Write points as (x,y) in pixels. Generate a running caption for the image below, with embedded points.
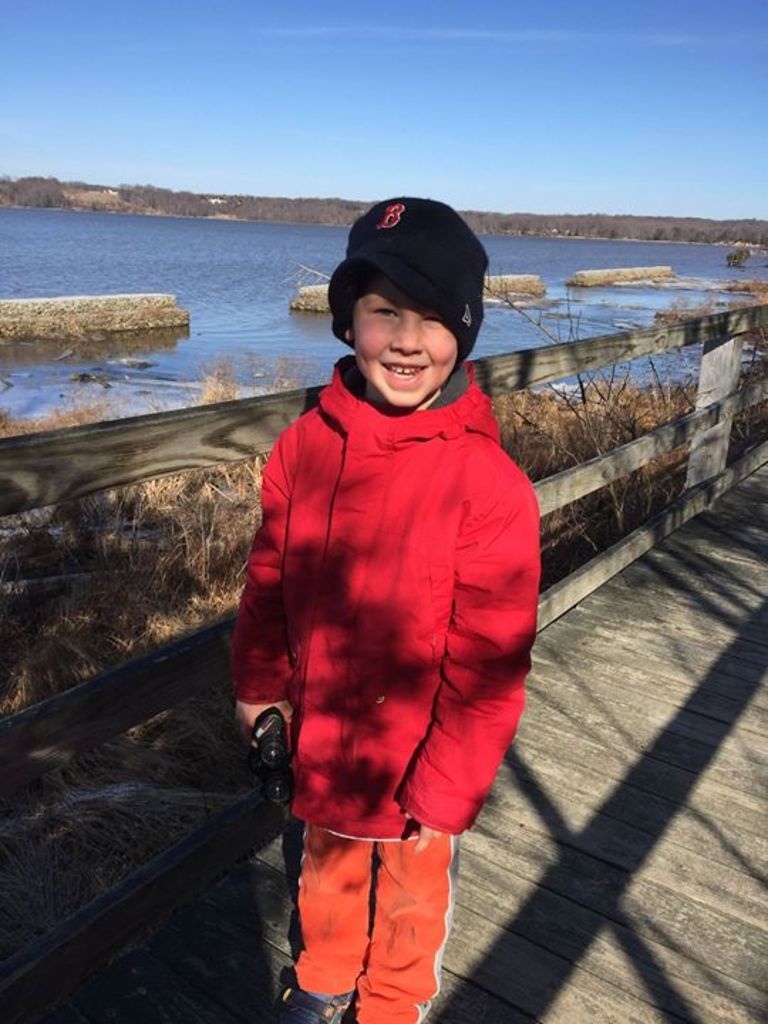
In this picture we can see a boy (351,864) holding an object (284,761) and standing on the wooden surface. Behind the boy (409,531), there are trees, a wooden fence (560,504), grass (138,559), water (162,289) and rocks (158,325). At the top of the image (366,80), there is the sky (437,78).
